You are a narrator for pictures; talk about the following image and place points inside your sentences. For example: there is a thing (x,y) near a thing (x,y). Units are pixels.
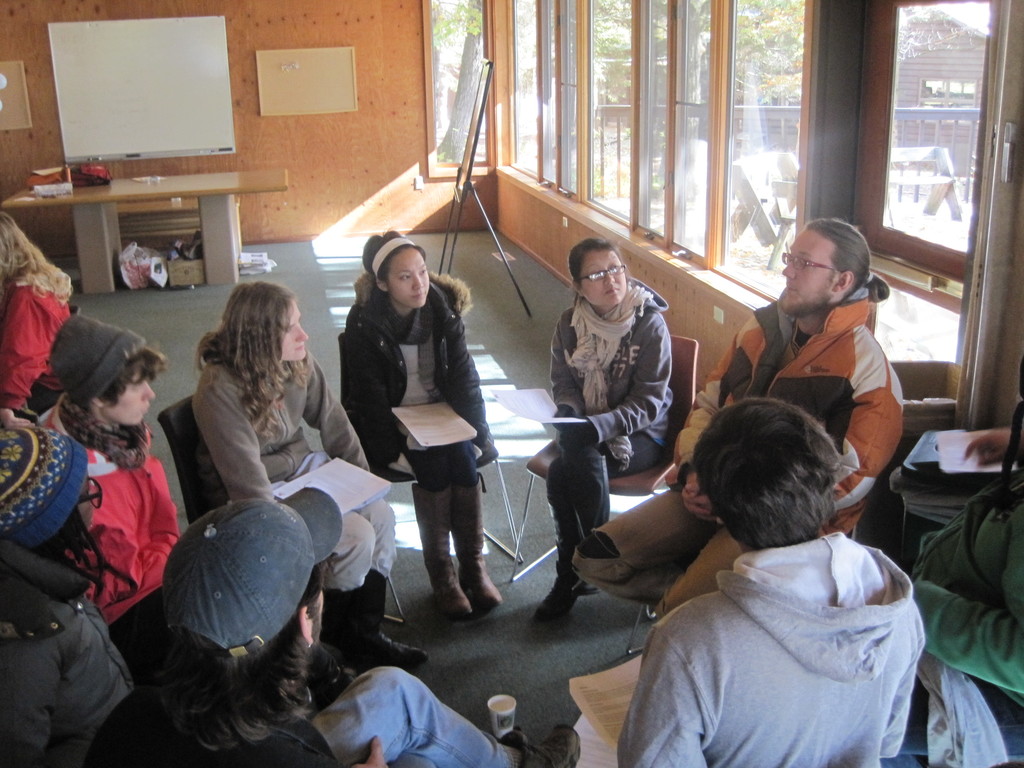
This picture is clicked outside the city. Here, we see many people (725,595) sitting on the chairs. The man (584,560) in orange jacket (753,377) is trying to explain something and all of them are looking at him. Behind him, we see a glass door (921,280) and windows (700,199) from which we can see trees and buildings (895,75). Behind them, we see a table (115,219) on which plastic box (43,189) and red bag (78,178) are placed. Behind that, we see an orange wall (299,141) on which white board (205,78) is placed.
